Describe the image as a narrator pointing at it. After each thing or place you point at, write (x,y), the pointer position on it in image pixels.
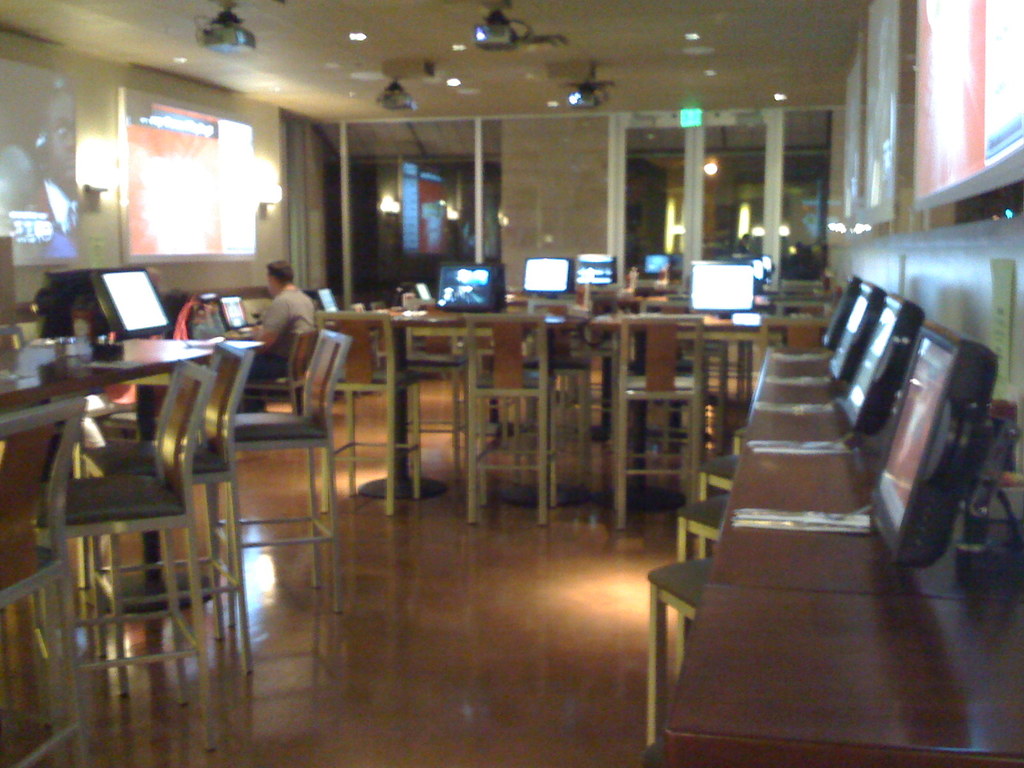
This image is taken in a restaurant (326,278). In this image we can see a person (276,364) sitting on the chair (313,356) in front of a laptop (233,304). We can also see the chairs (490,334), stools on the floor (476,602). Image also consists of monitors (929,478) on the counter (837,435). We can also see the screens (885,99), projectors (506,41) and also ceiling lights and glass windows (651,162). We can also see the lights (706,176) in the background (390,196).
